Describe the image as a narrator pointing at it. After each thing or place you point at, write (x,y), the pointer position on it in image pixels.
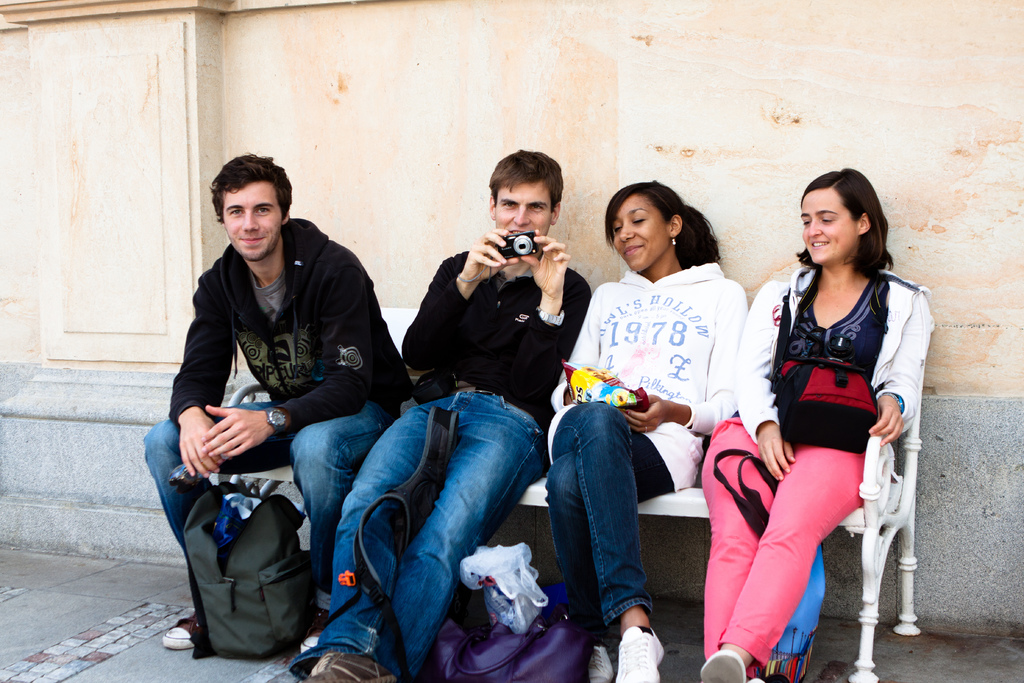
In this image I can see four people (528,483) sitting on the bench (681,494). I can see these people (654,494) are wearing the different color dresses (524,442) and one person (484,302) holding the camera (528,253). I can see the bags (556,620) in-front of these people (367,625). And there is a wall (289,97) in the back (430,88).
